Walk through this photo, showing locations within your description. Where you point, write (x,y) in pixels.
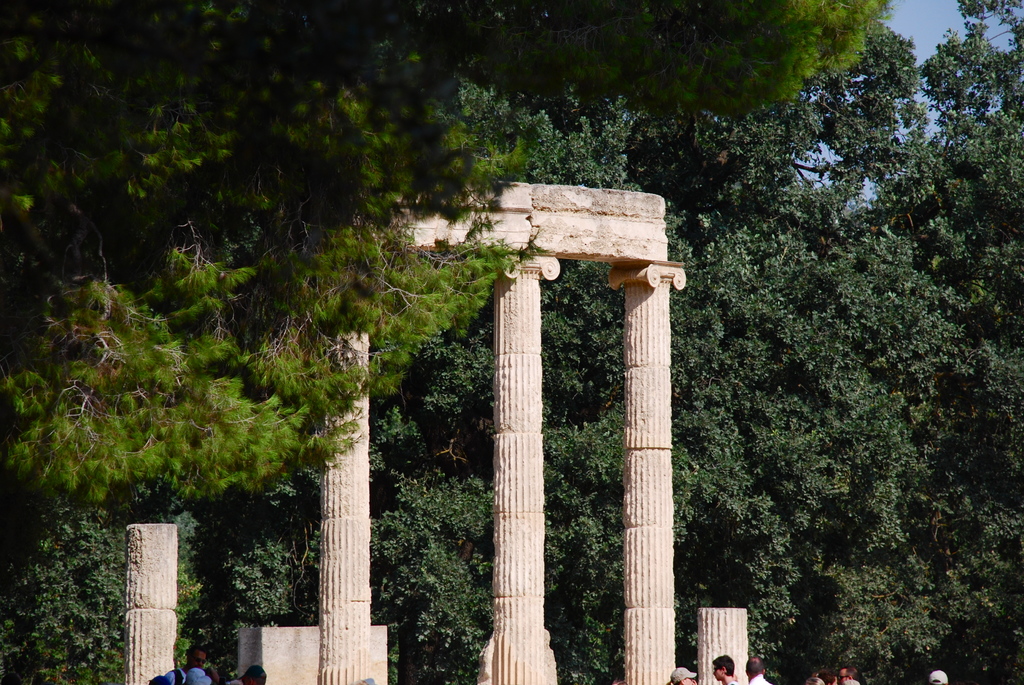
In this picture we can see a few pillars (146,603), trees (490,423) and some people (731,669).
